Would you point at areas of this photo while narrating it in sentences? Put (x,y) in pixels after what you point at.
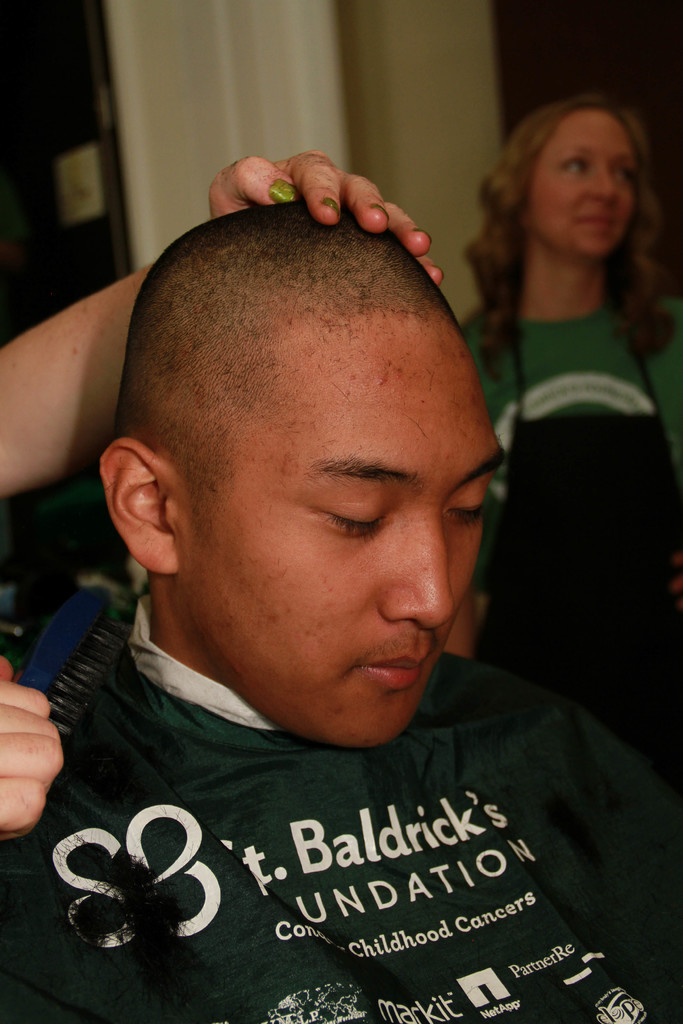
In this picture I can see there is a man (383,821) sitting in the chair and there is a person (33,734) holding his head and a hairbrush (43,689). There is another woman (572,395) in the backdrop (609,193) and the backdrop (611,182) is blurred.
